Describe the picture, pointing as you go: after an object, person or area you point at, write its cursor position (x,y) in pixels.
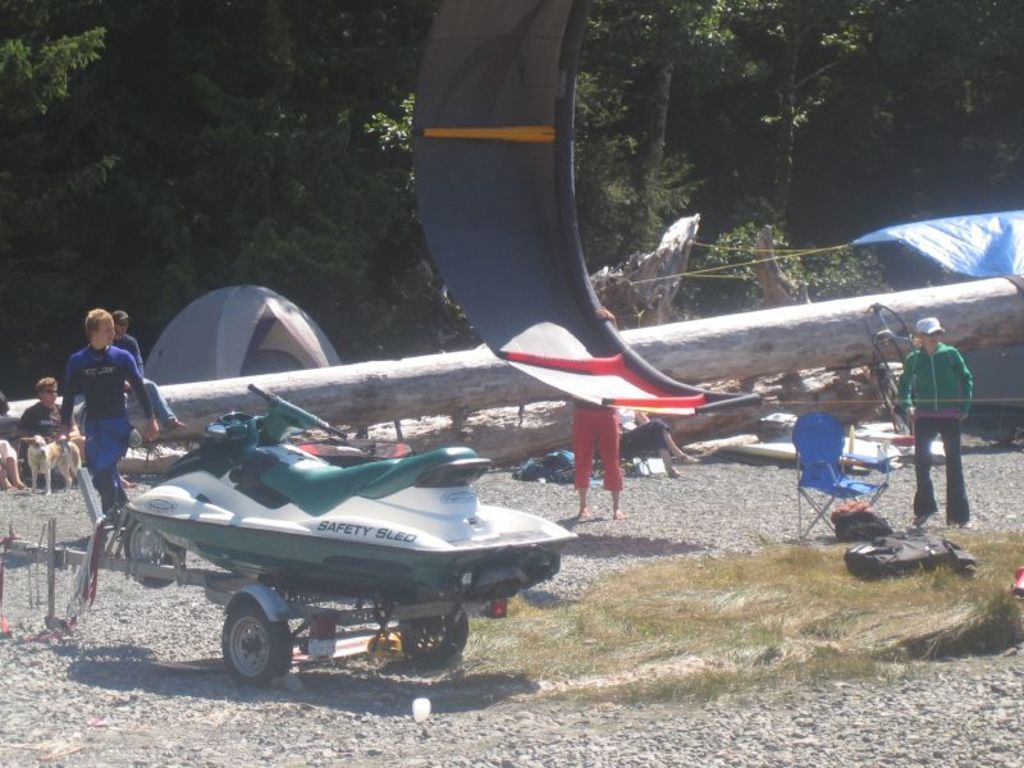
In this picture we can see a vehicle (302,573) in the front (490,583), at the bottom (865,613) there is grass (785,615) and stones (749,740), there are three persons (611,423) standing here, we can see some people (665,434) sitting on chairs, in the background (765,94) there are trees (794,78) and a tent (287,333), we can see wood (754,336) here, on the right side (996,263) there is a cover (991,244).
